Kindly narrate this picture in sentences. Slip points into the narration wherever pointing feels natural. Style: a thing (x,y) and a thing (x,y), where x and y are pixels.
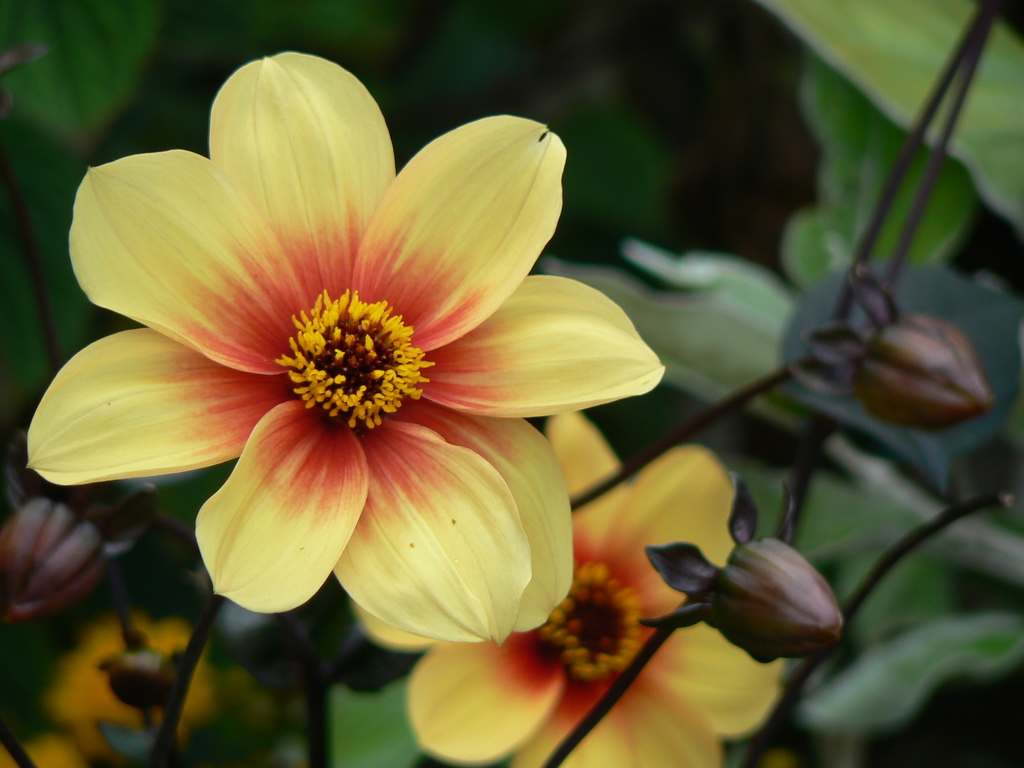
In this image we can see some flowers (472,553) and buds (666,618) to the stem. We can also see some leaves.
